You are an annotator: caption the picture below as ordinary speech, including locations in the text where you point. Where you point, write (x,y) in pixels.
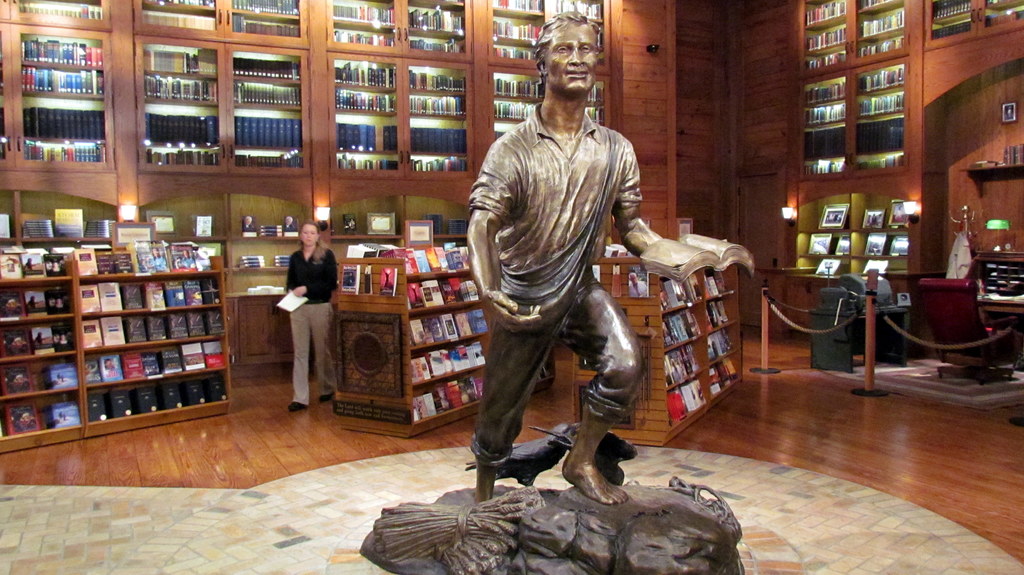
In this picture there is a statue (494,190) of a person's (497,301) who is holding a book (693,243). This statue (612,397) is kept in the center of the library (839,504). In the back (319,272) there is a woman (319,259) who is wearing black shirt (325,289), brown trouser (302,360) and black shoe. She is holding a paper (294,302). She is standing near to the wooden racks (386,325). On the shelf (130,116) and wooden racks (726,351) i can see many different kind of books (445,297). On the right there is a chair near to the desk (1012,306). In the top right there is a photo frame (1014,106) which is hanged on the wall (1012,91). In the background (743,187) i can see the wooden door (775,224) near to this light (787,215).
